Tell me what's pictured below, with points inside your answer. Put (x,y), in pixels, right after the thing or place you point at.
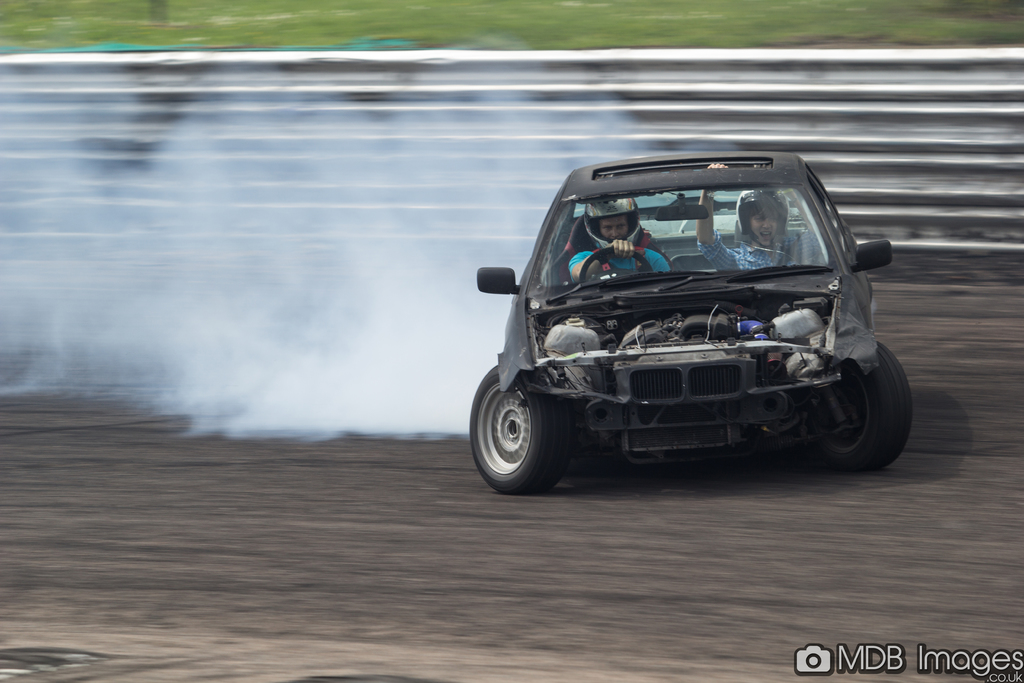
In this image I can see a black color car (734,310) and in it I can see two people (617,257) are sitting. I can also see both of them are wearing helmets (624,199). In the background (446,274) I can see smoke (356,299), grass (862,9) and I can see this image is little bit blurry from background (917,135). Here I can see watermark (820,669).
